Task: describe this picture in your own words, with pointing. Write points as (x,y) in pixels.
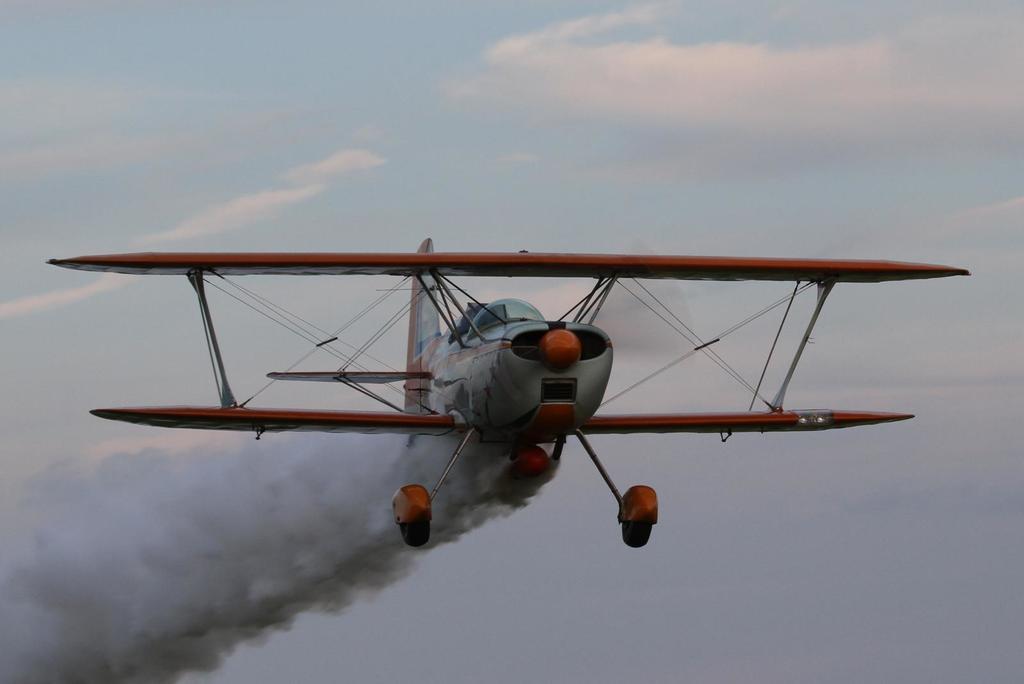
This picture is clicked outside. In the center (490,387) there is an aircraft (65,262) flying in the sky (461,191) and seems to be releasing smoke (236,497). In the background (633,97) there is a sky (816,460).
